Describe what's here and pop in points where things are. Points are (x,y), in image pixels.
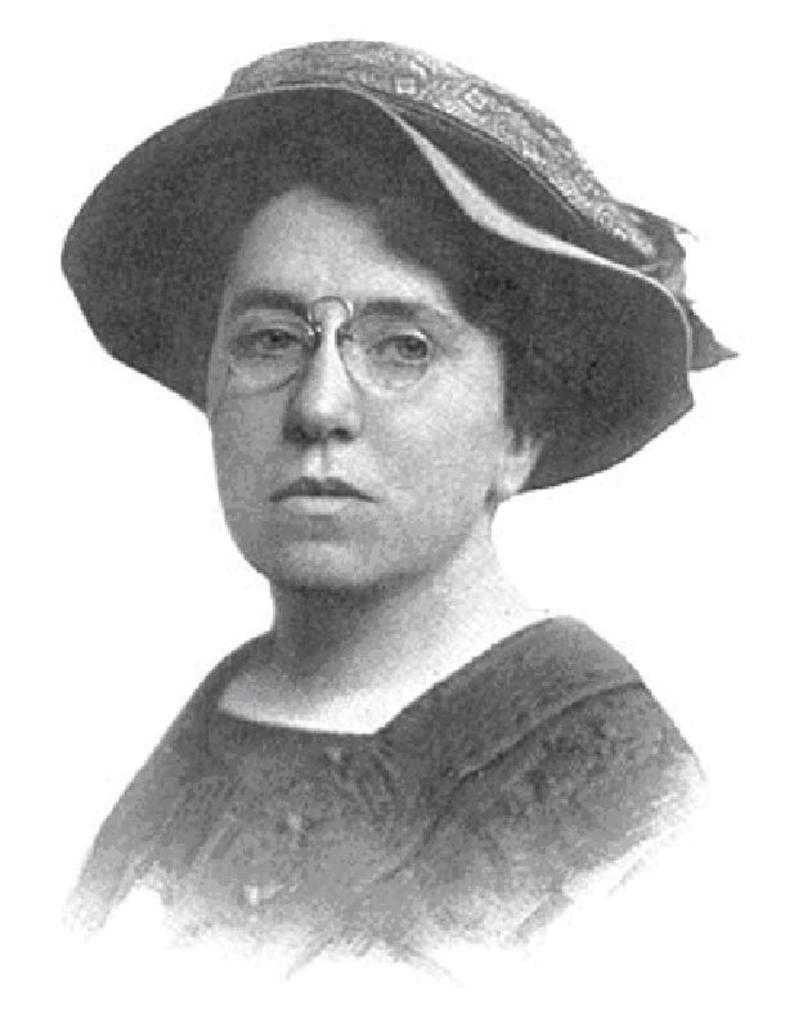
In this image we can see the black and white picture of a woman (370,581).
